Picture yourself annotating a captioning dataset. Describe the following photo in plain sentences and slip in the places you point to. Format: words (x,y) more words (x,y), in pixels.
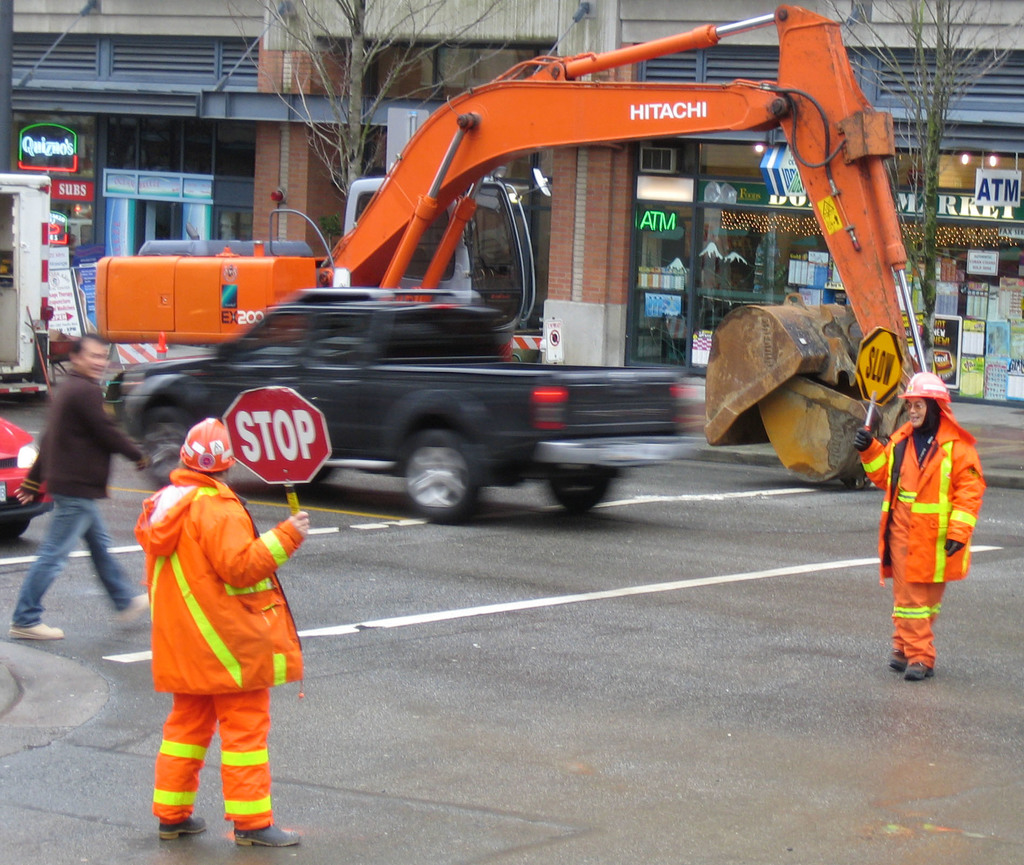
In this image I can see the vehicles (336,426) and few people (261,561) are on the road (395,590). I can see two persons (248,636) holding the boards (248,412). In the background (619,188) I can see the trees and the buildings (574,152) with boards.
